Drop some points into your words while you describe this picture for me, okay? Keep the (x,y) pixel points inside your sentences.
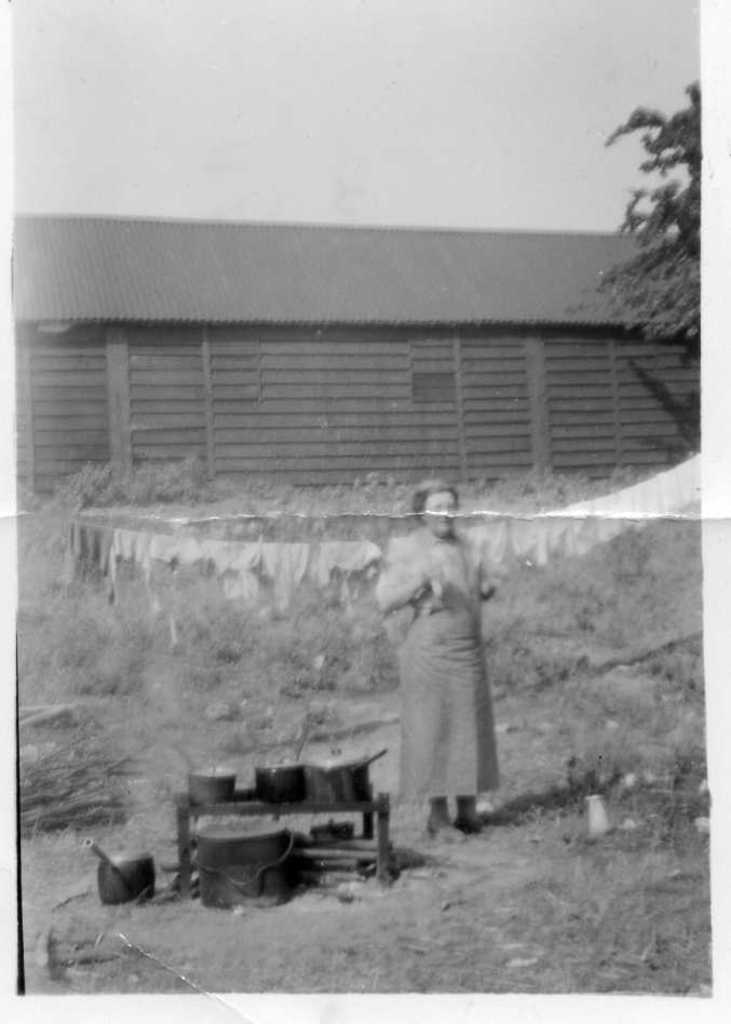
In this image, we can see a lady (448,704) and there are some utensils (299,775) placed on the stove (308,836) and in the background (221,321), we can see a shed (609,373) and a tree (648,286).
